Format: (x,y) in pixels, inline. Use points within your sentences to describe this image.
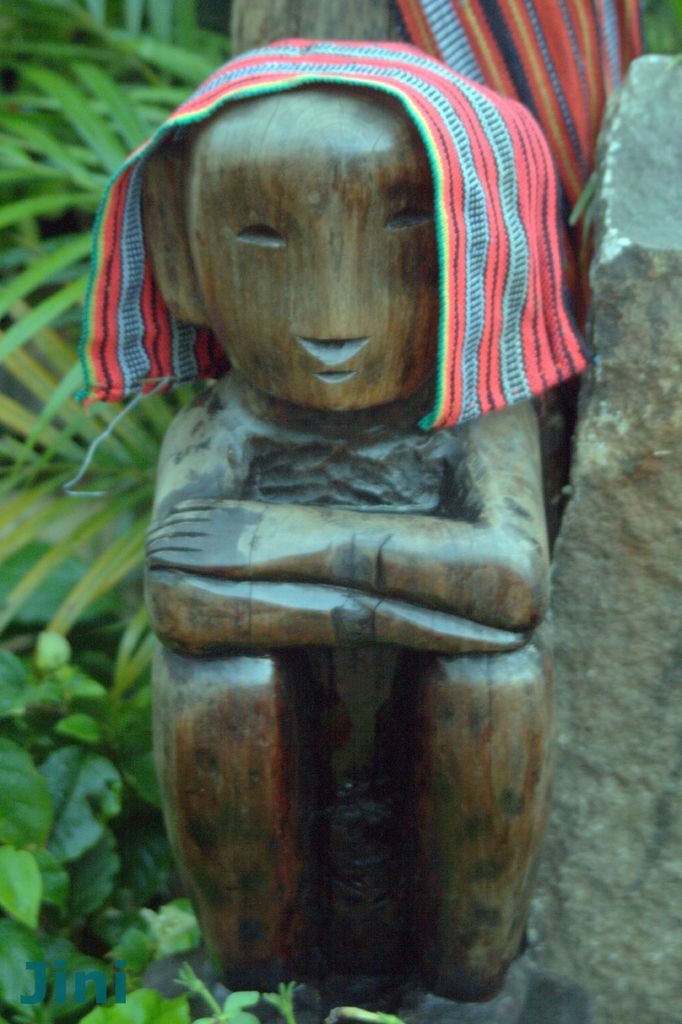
In the middle of the image (447,378) we can see a cloth (425,91) on the sculpture (345,498), in the background (162,57) we can find few plants (88,122), on the right side of the image (606,363) we can see a rock (611,363).
